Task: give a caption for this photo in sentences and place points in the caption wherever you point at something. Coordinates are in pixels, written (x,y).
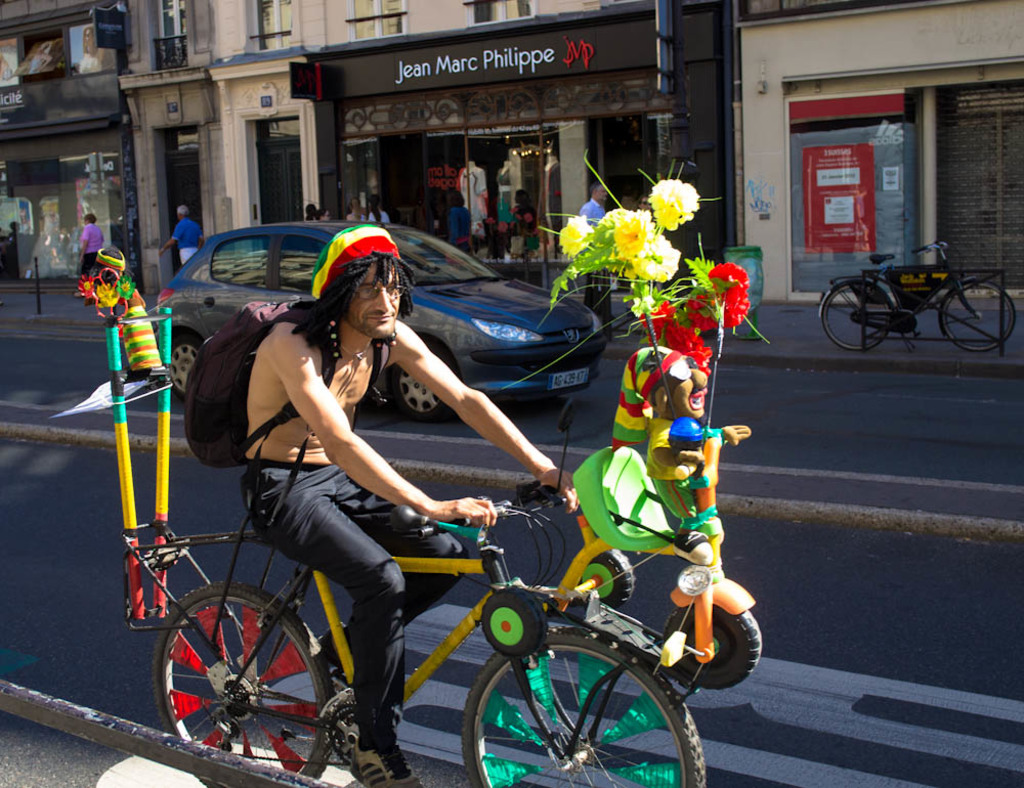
Here in this picture we can see a person (369,495) riding a bicycle (550,495) on the road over there and we can see he is wearing cap (330,273) and carrying a bag (230,365) on him and we can see some toys (630,469) and flowers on the bicycle (533,499) present and beside him we can see a car (420,294) and a bicycle (830,308) also present over there and we can see buildings (629,141) present all over there and we can see people (384,211) standing and walking on the road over there.
